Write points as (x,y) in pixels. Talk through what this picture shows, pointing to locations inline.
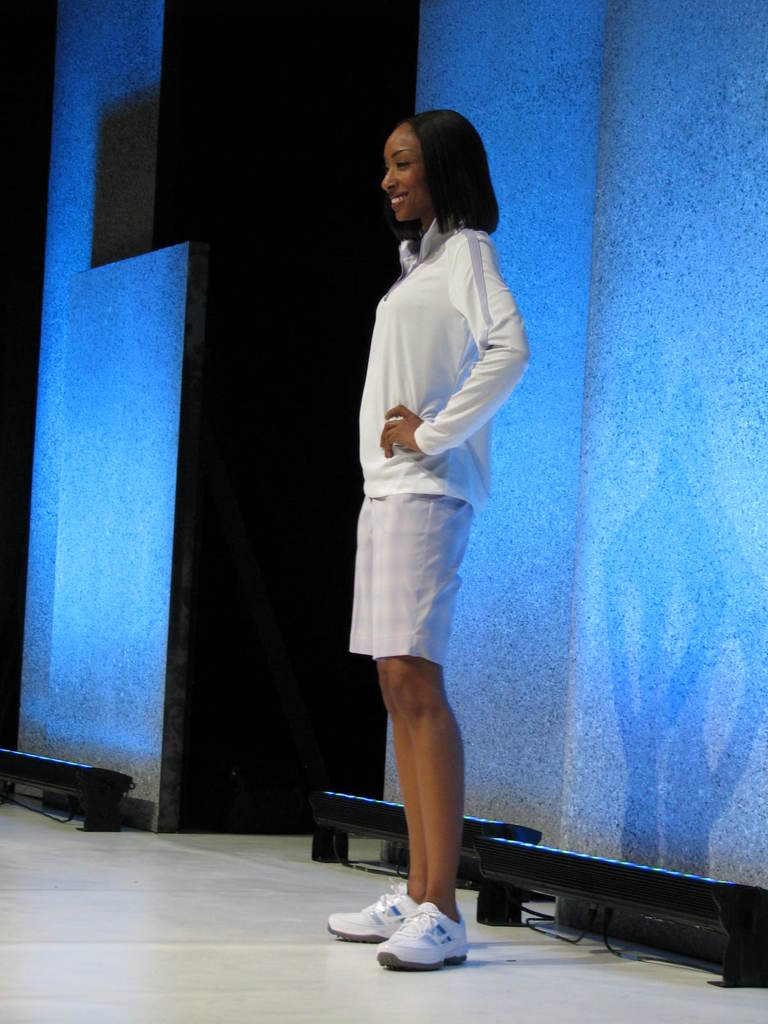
In this image, we can see a woman (432,659) standing on the white floor (439,976) and smiling. In the background (719,286), we can see the boards (604,513), lights (658,872), dark view (373,665) and lights (666,893).
